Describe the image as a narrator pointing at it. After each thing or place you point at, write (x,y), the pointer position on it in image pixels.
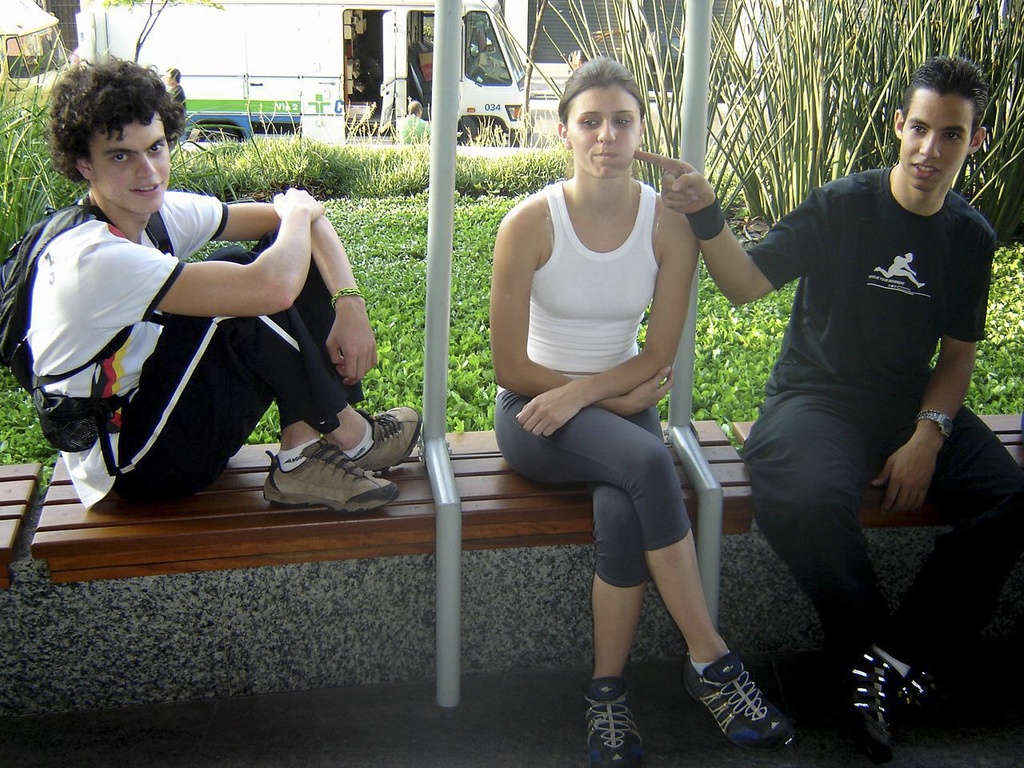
In this image I can see some people (589,395) are sitting on the bench (244,509). In the background (490,222), I can see the grass (358,264), plants (792,88) and the vehicle (322,77).
